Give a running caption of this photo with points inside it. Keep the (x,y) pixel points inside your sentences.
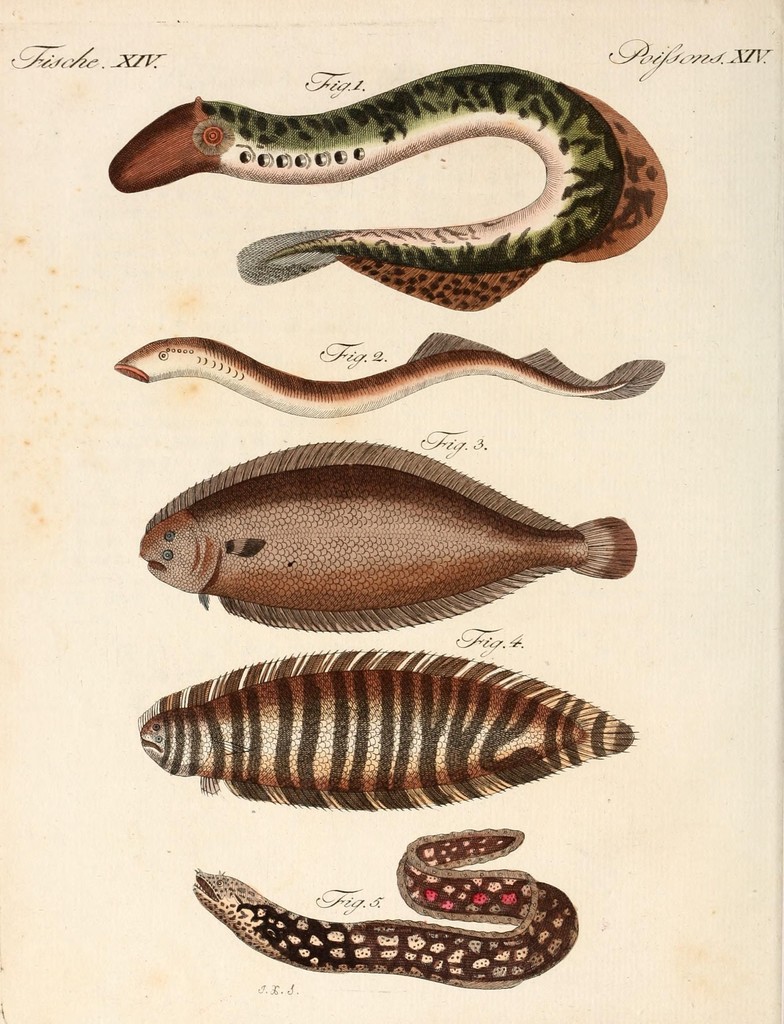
In this image we can see the pictures (421,142) of fish (392,454) painted on the paper (78,775).
